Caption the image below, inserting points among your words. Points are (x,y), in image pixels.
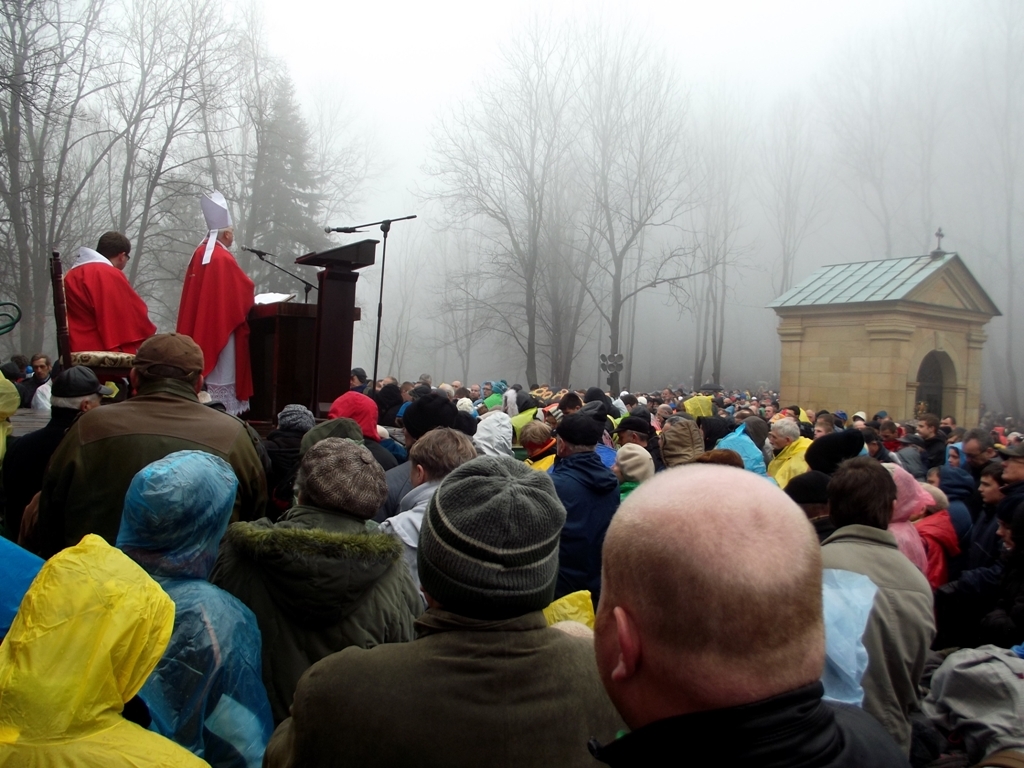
In this picture I can see few people (562,553) and a man (117,321) seated on the chair (98,352) and I can see another man (223,314) standing at a podium (266,314) and speaking with the help of a microphone (280,268) and I can see a book (277,303) on the podium (284,306) and few of them wore caps (460,490) on their heads (203,487) and I can see trees (557,139) and another microphone (374,368) on the dais (333,296) and looks like a house (852,368) on the right side (816,396) and I can see trees (625,75) and I can see fog (733,73).
